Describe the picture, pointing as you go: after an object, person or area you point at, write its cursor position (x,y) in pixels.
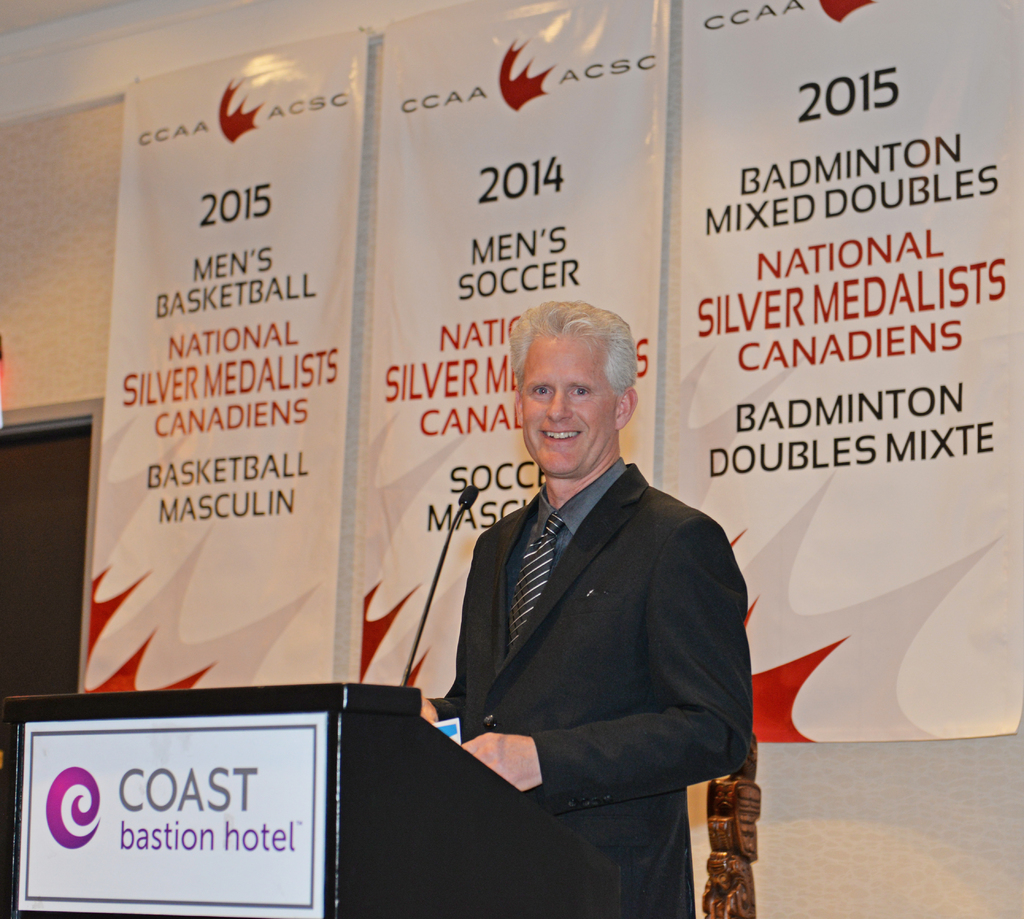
In this picture there is a man (680,863) who is standing in the center of the image (595,455) and there is a desk (436,867) and a mic (432,586) in front of him and there are posters (509,172) in the background area of the image (612,166).
